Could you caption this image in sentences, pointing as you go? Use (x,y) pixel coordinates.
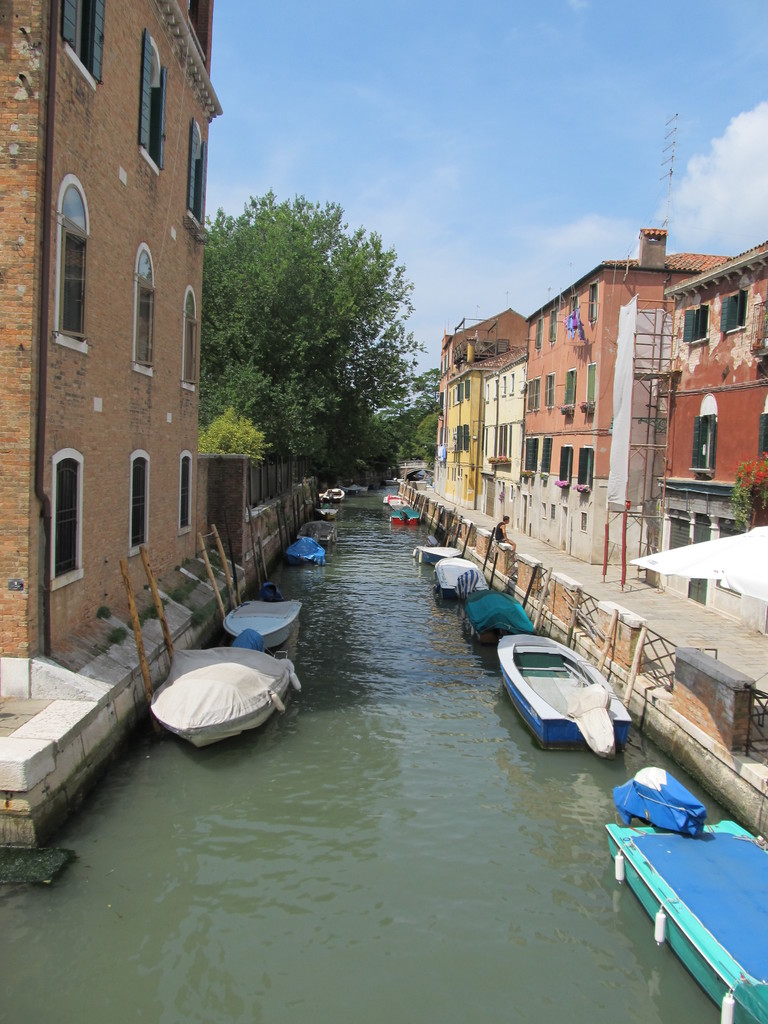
In the center of the image (401,639), we can see boats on the water (381,810) and in the background (454,330), there are trees (312,282) and buildings (482,427). At the top (585,90), there are clouds (755,185) in the sky (527,138).
